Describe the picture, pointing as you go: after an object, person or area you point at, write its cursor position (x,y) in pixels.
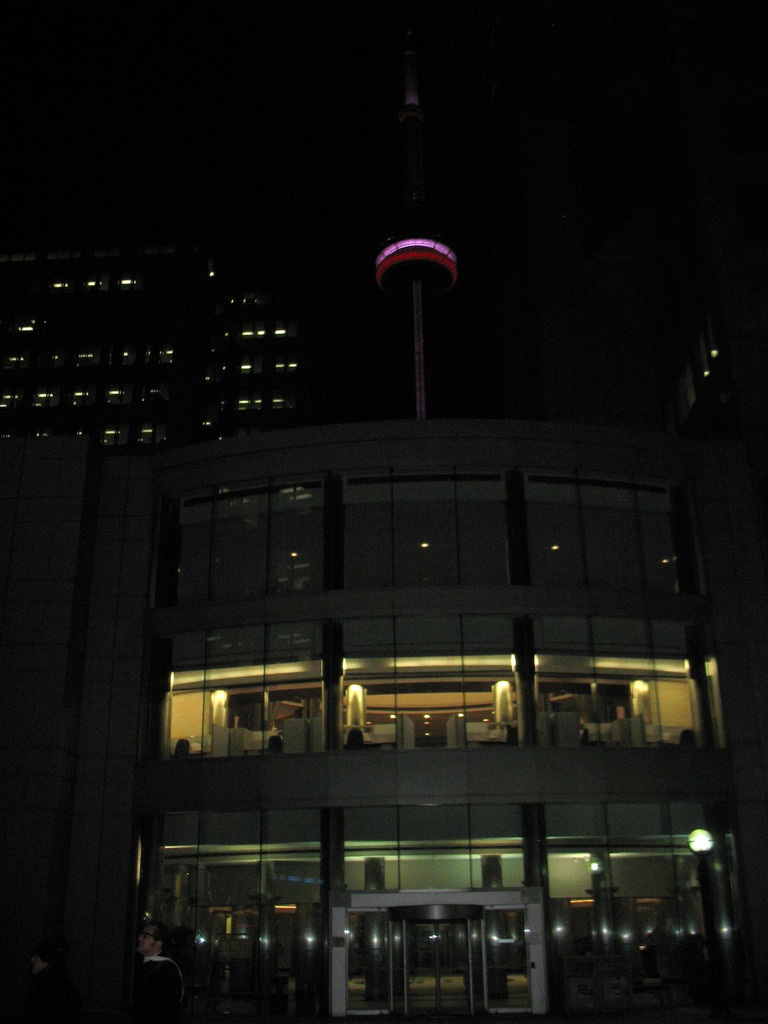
In the picture we can see a night view of the building (649,532) with lights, glasses (458,877) and pillars (338,716) and on it we can see some pillar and some other buildings (176,392) with lights (220,437).
